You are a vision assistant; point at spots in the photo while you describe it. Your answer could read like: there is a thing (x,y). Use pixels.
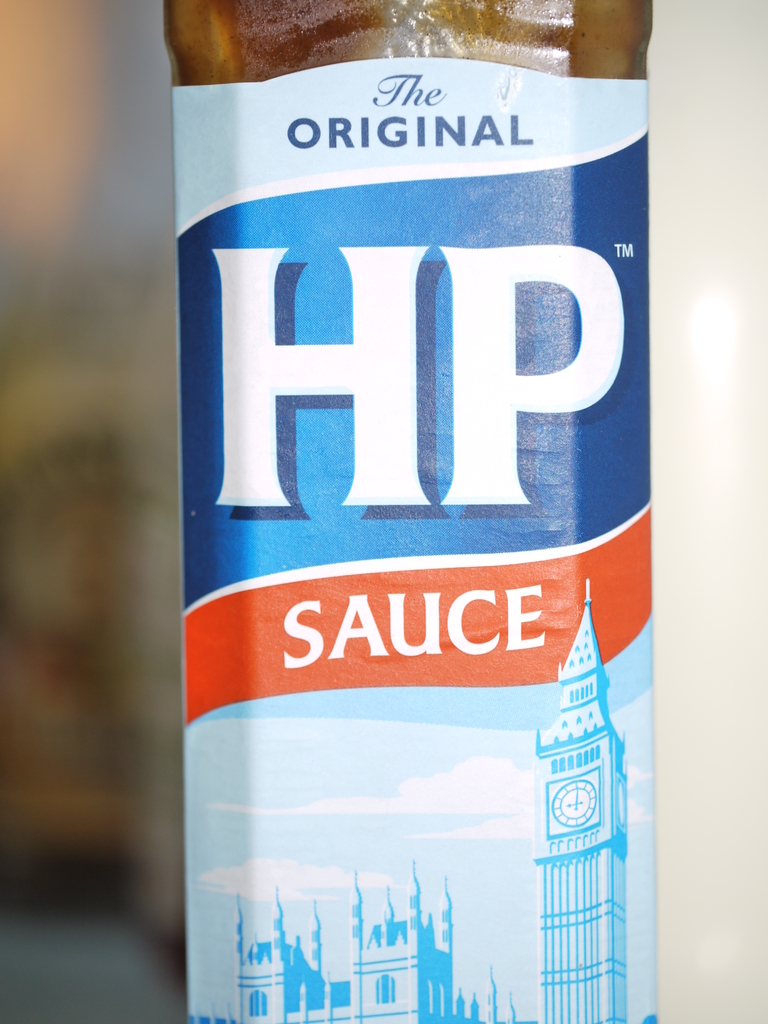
In this picture there is a sauce bottle (456,791). There is a label (538,496) on the bottle (497,540). On the label (427,209) there is a text (367,132), a trademark logo (627,255), a building (379,995), sky (424,873) with full of clouds (461,782) and a clock tower (557,904). The background (92,409) is blurred.
